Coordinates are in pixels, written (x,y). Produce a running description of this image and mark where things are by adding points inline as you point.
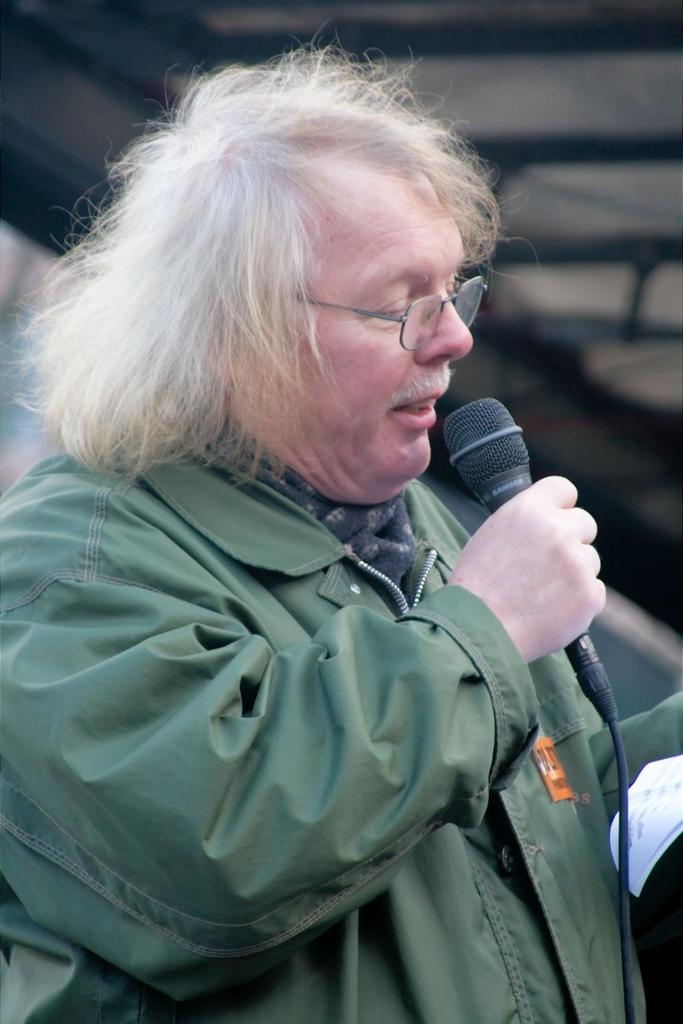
In this picture we can see one person (336,634) is standing in one hand (482,539) he is holding a microphone (482,454) and talking something in another hand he is holding a paper (649,816) he is looking into that paper (649,816).
